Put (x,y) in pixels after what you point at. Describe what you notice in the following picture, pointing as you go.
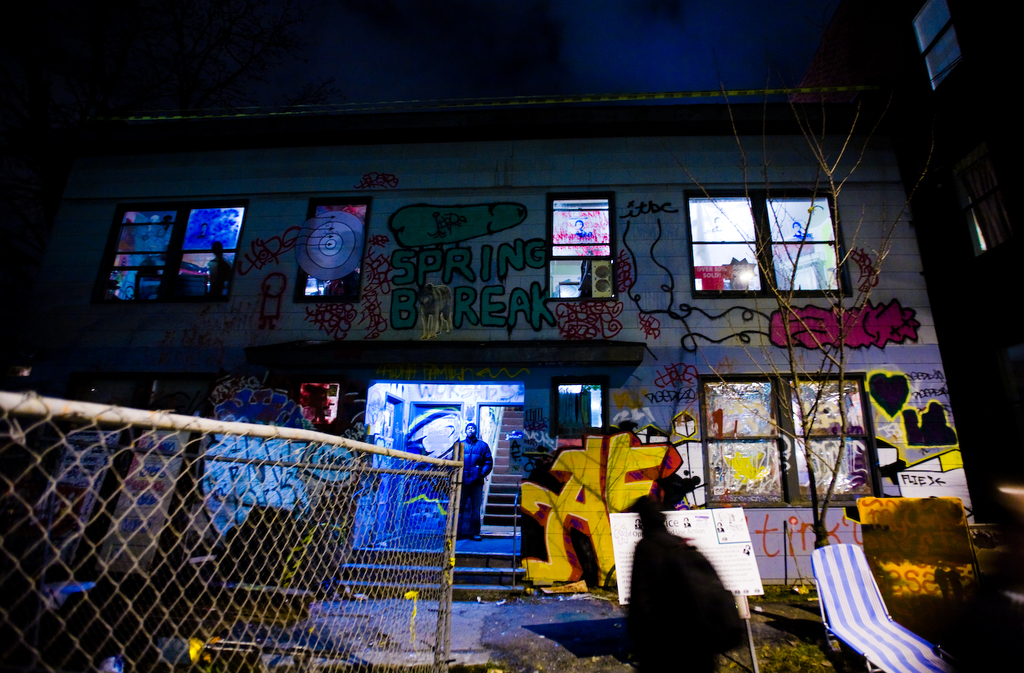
In the image we can see there is a building (408,249) and graffiti (805,315) is done on the wall (568,310) of the building (521,449). There is a person (485,446) standing near the stairs (478,542) and there is an iron fencing (279,557). There is a banner (731,559) kept outside of the building (630,276).
